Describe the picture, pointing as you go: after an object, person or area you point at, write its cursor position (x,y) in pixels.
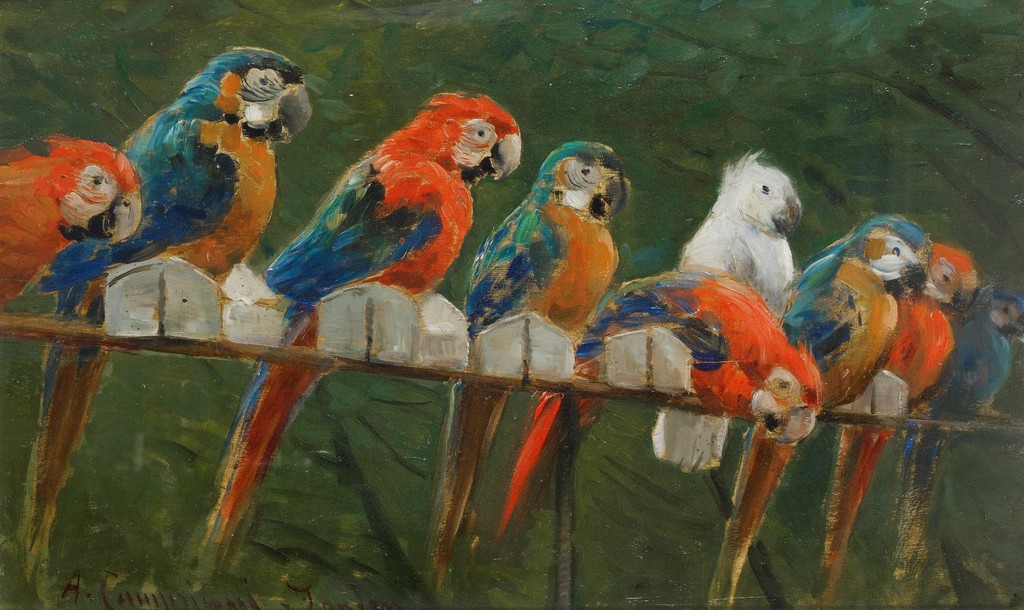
In this picture we can see the painting (704,445) of some parrots (24,164) on a wooden branch (559,388) and trees (387,580). We can see some text (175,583) in the bottom left (187,596).
